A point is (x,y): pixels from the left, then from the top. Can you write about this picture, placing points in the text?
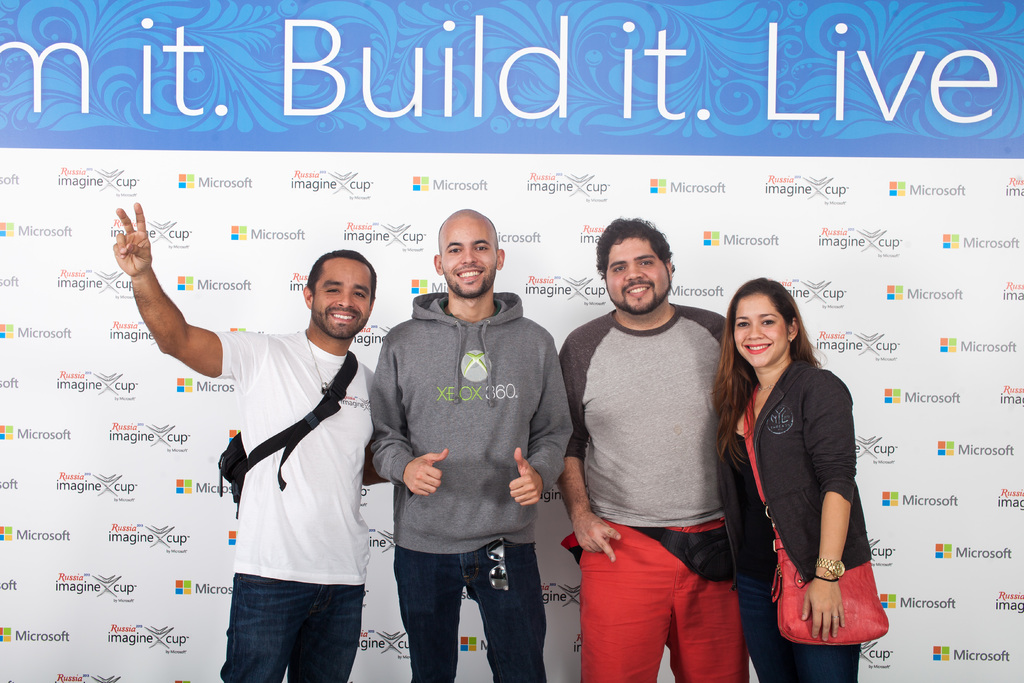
In this picture there are group of people (798,333) in the center of the image (562,229) and there is a poster (524,172) in the background area of the image (397,211).
